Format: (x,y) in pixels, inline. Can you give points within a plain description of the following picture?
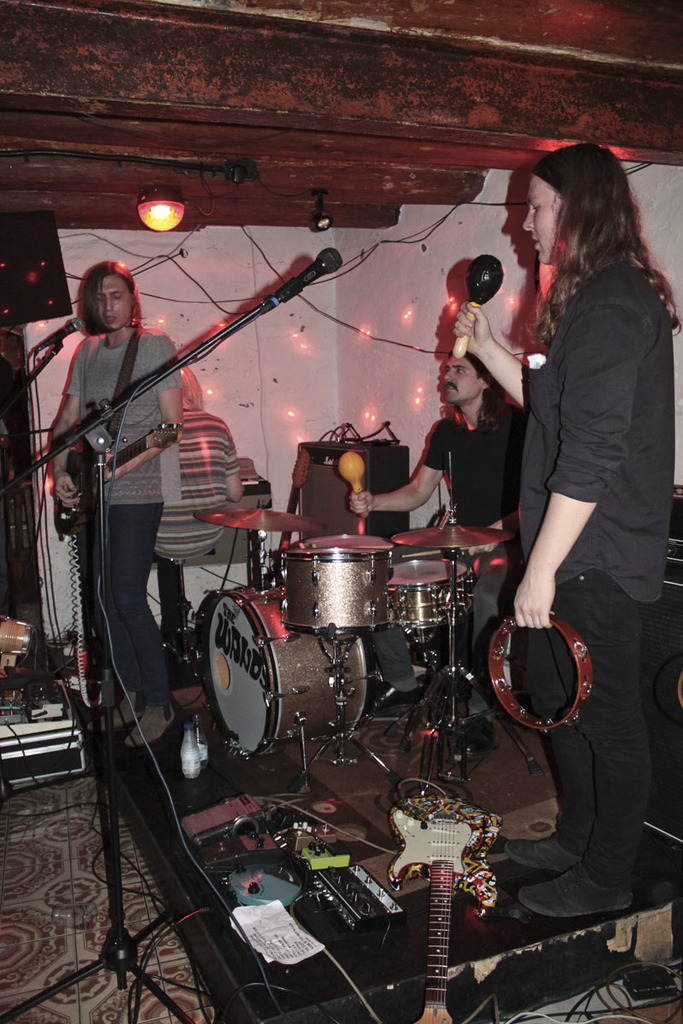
In this image we can see a group of people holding the musical instruments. We can also see a mic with a stand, a speaker box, a guitar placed aside, some wires (300,809) on the floor (413,892), drums (303,701) with stand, some wires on a wall (392,302) and a ceiling light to a roof (382,101).
